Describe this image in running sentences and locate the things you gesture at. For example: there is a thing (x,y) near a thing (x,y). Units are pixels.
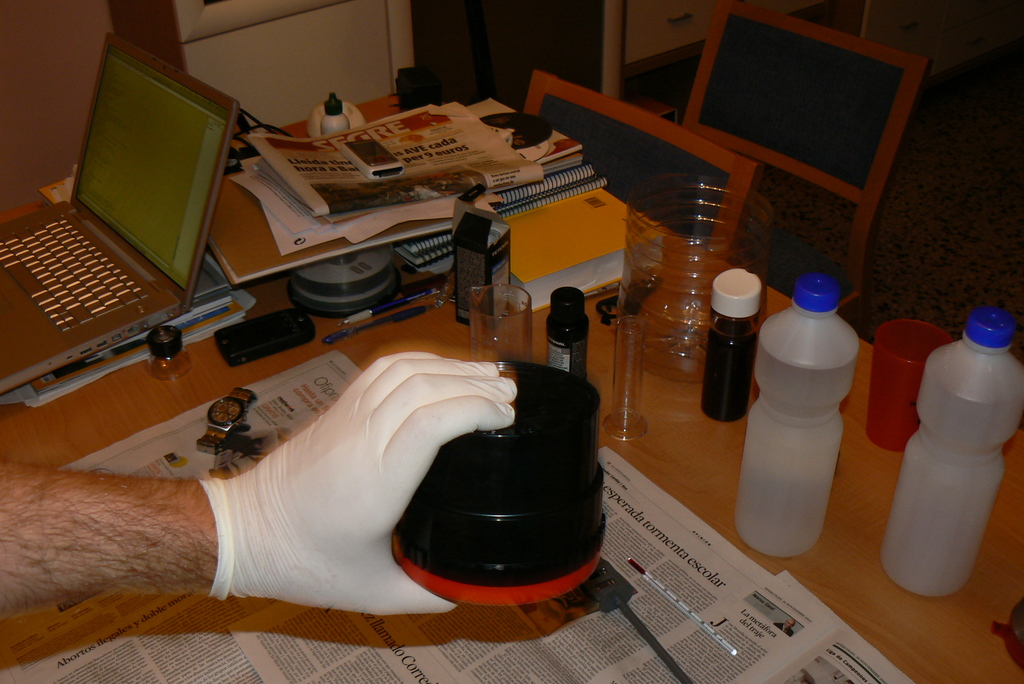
This picture shows a human hand (336,428) holding a box (505,439) and human (207,538) wore a glove (506,415) to his hand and we see few bottles (762,342), thermometer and a wrist watch (223,427) and few books (558,242) and papers (447,218) and a laptop (203,144) on the table (171,401) and we see couple of chairs (681,156).
